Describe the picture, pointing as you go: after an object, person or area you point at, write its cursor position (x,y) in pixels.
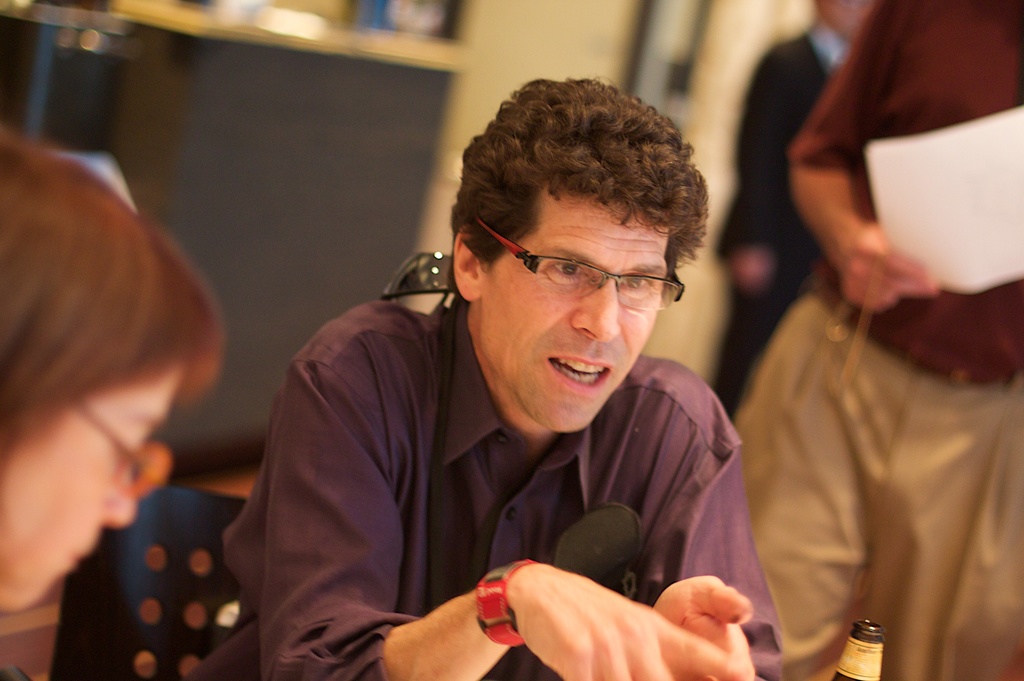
In this image I can see a group of people (394,331), chairs (167,583), table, wall (455,155) and photo frames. This image is taken may be in a hall (474,260).
